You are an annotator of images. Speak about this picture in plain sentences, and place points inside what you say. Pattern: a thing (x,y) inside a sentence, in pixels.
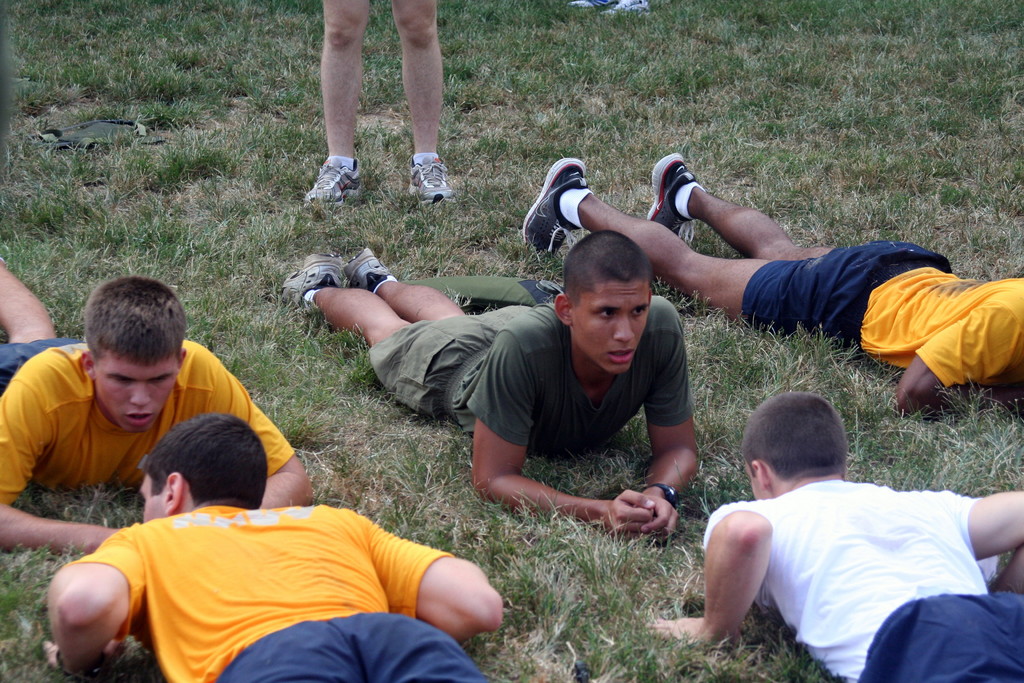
In the center of the image (493,404) some persons (483,392) are lying on the ground (476,527). At the top of the image (435,71) we can see a person legs (416,96). In the background of the image (363,234) grass (299,147) is there.
